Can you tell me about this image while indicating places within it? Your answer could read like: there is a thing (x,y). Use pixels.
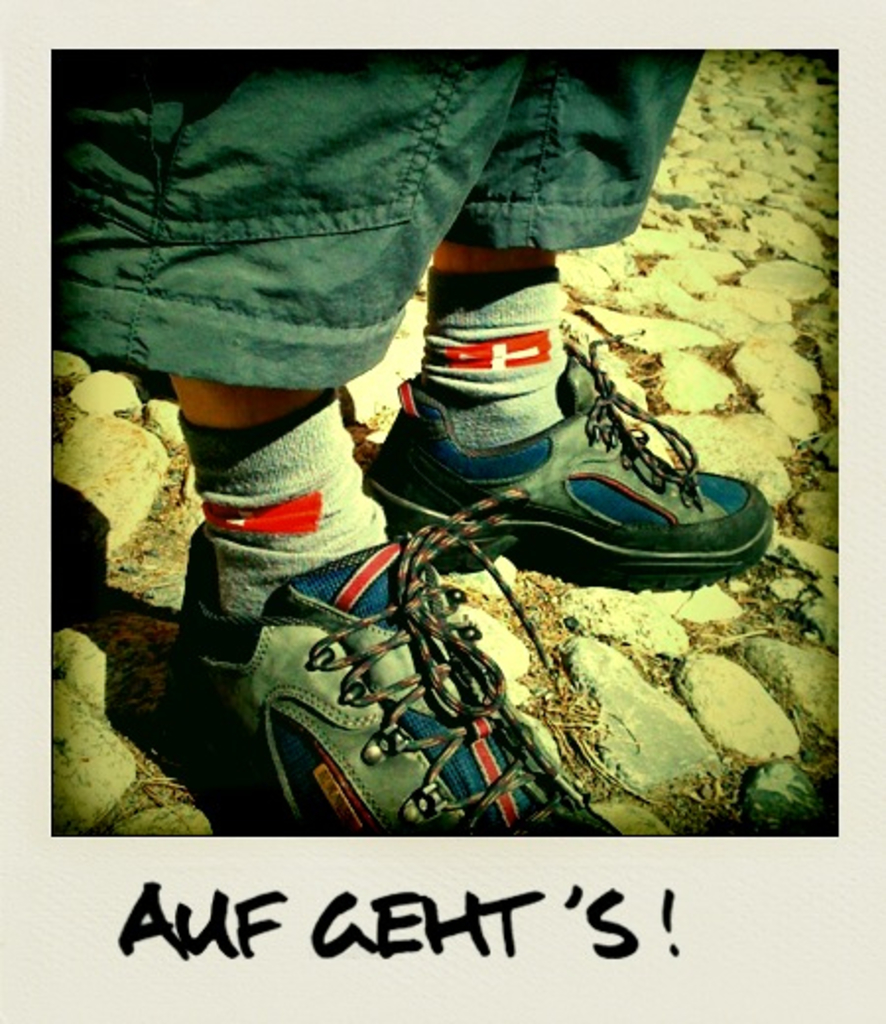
In this image in the center (384,491) there is one boy (437,495) who is standing, at the bottom (578,688) there is a floor (549,724) and at the bottom of the image (446,939) there is some text (356,949) written.
